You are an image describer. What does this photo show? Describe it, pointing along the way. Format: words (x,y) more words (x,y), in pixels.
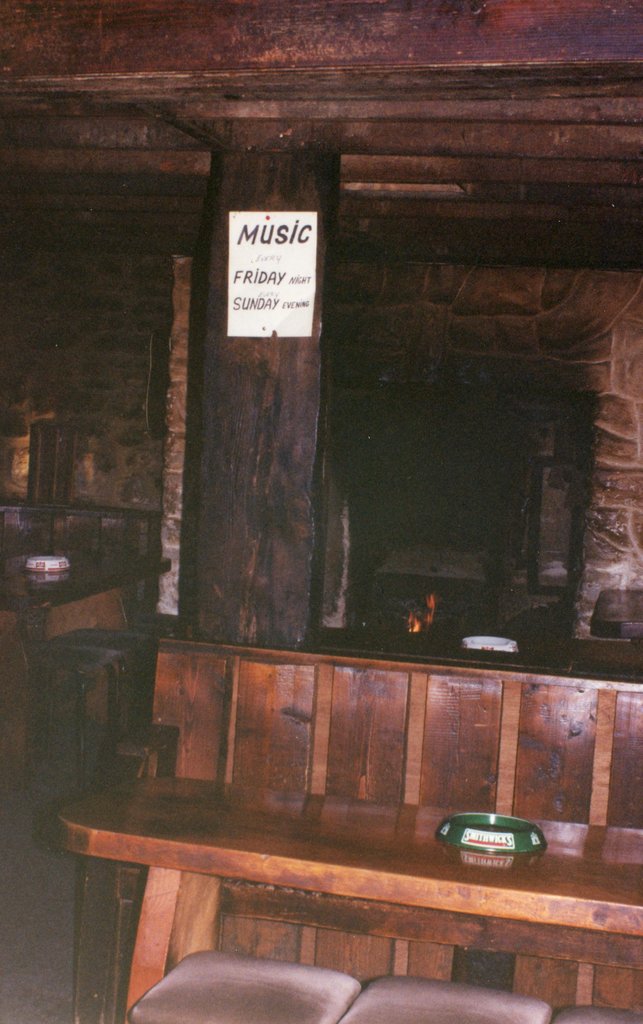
In this image there is a wooden bench (347,876) in the middle (256,682). In front of the bench (390,964) there are two stools (379,1013). In the background (299,457) there is a pillar (252,387) to which there is a poster (297,305). On the left side (121,602) there is a table (58,575) on which there is a bowl (41,567).
